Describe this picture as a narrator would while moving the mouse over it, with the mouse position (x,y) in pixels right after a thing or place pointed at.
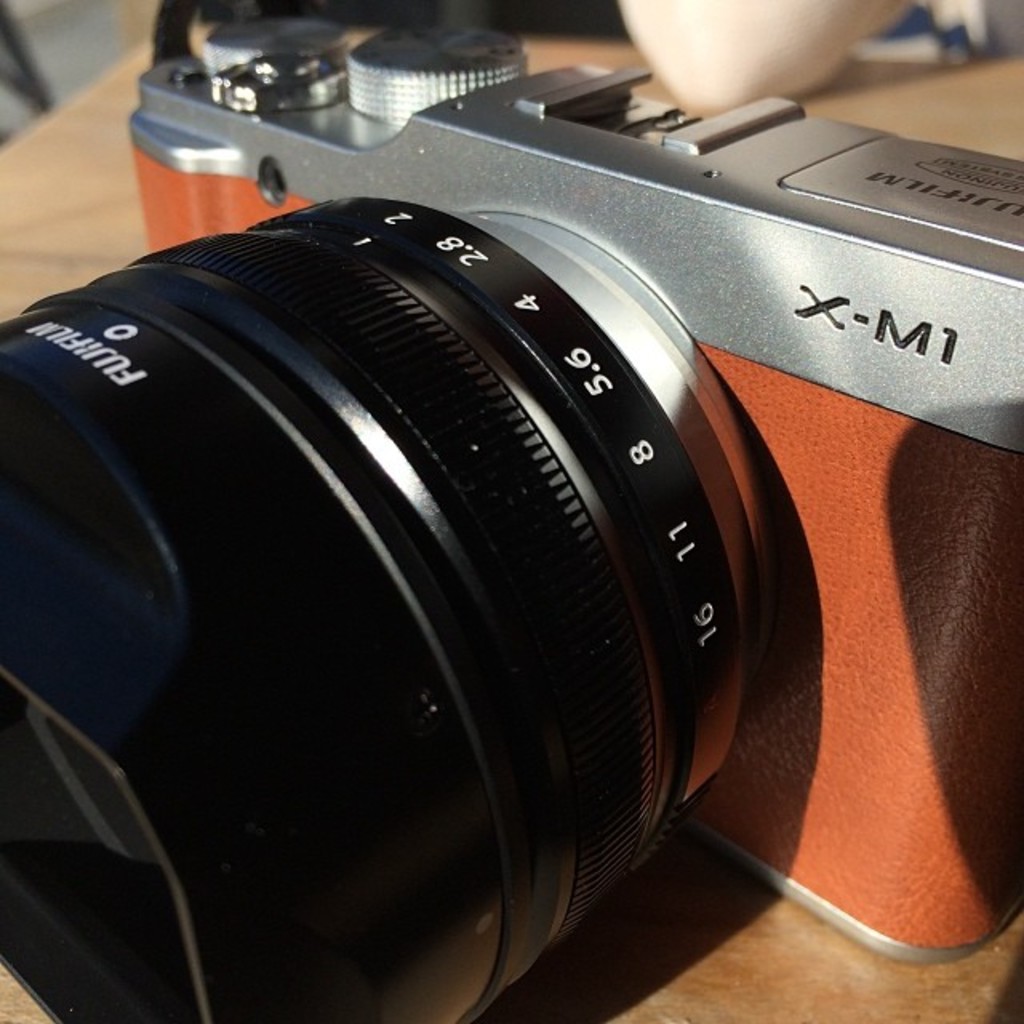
In this picture, we can see a camera (451,446) on a wooden object (628,63), and we can see some object (691,38) in the top right side of the picture (704,39).
